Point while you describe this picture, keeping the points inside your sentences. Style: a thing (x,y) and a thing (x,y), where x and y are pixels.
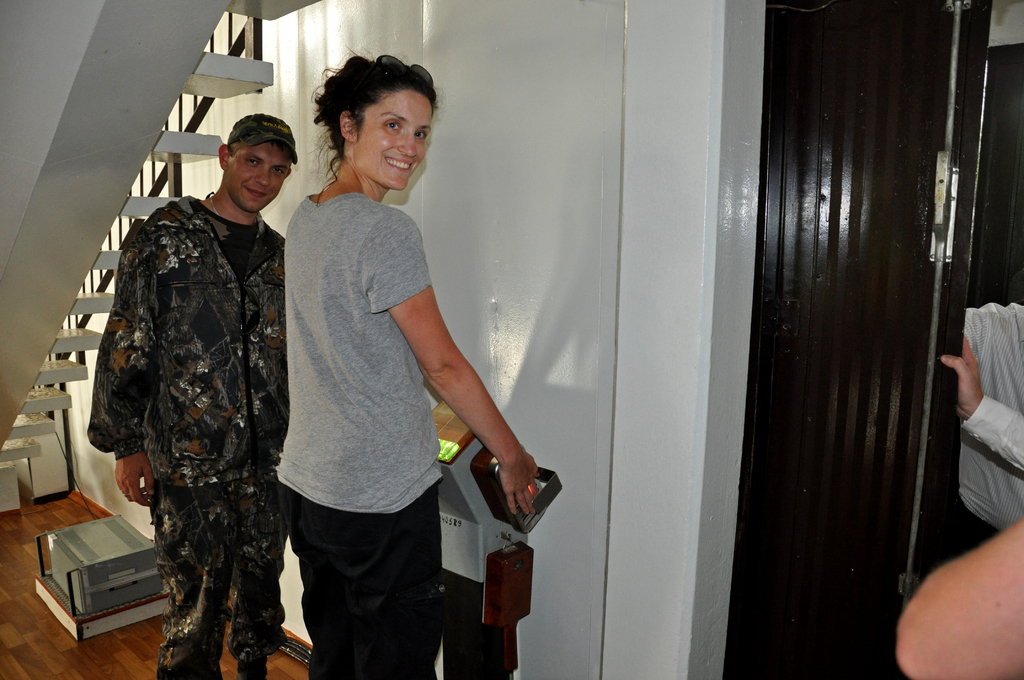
In this picture we can see a man (259,363) and a woman (392,355) standing and smiling, on the left side (170,70) there are stairs (143,181), we can see a wall (518,247) in the background (567,263), we can see another person (972,503) on the right side (992,496).
